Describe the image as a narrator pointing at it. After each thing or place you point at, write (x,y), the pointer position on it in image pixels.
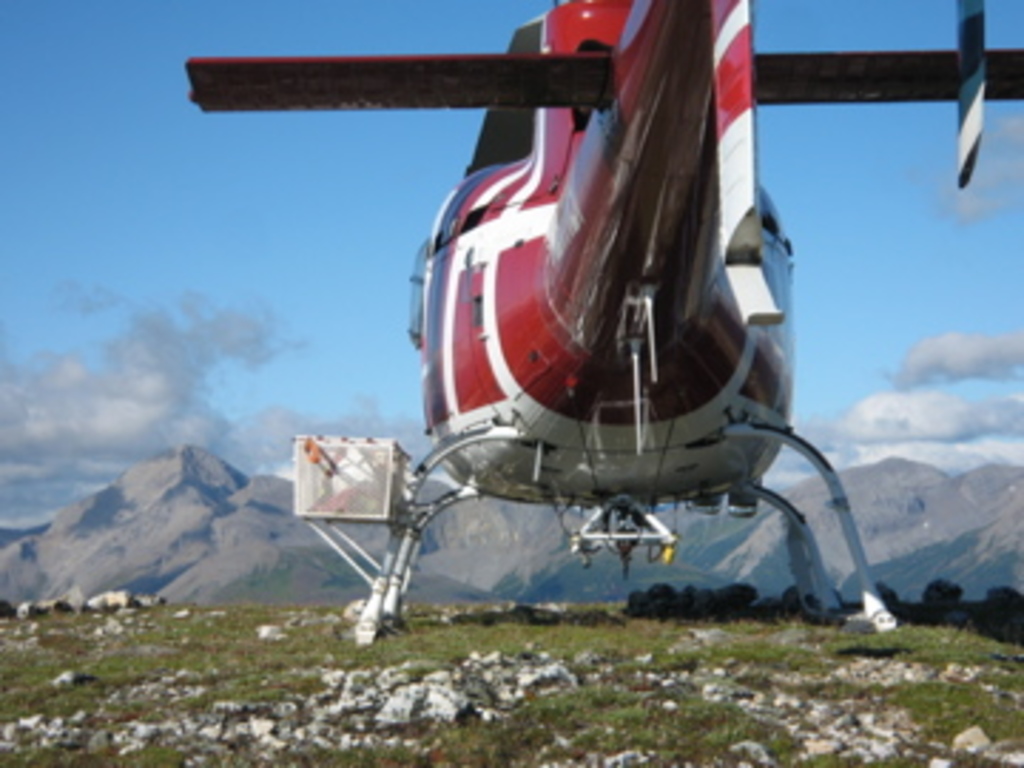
In this image I can see an aircraft (513,357) and the aircraft (614,271) is in red and white color. In the background (151,501) I can see the mountains (244,480) and the sky (215,234) is in blue and white color.
